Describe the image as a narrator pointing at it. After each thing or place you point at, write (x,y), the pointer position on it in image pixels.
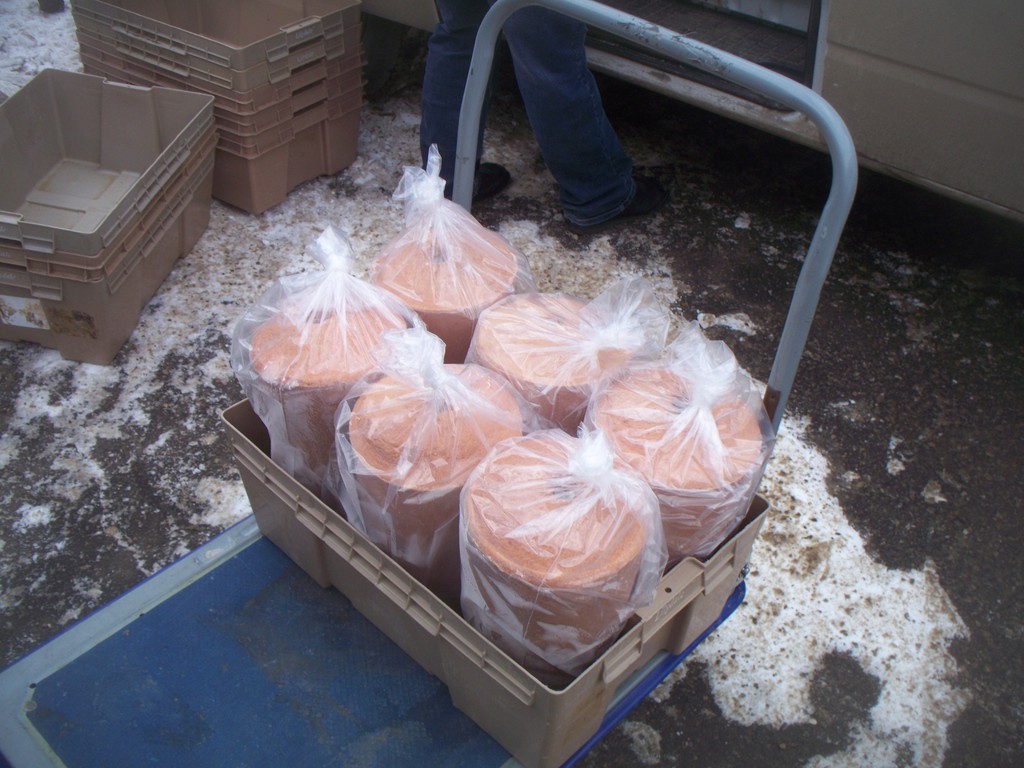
In the picture we can see a floor (979,451) on it, we can see a cart (218,767) on it, we can see a tray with some items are packed in the polythene covers (475,241) and inside we can see a number of racks (250,128) and a person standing near it.
